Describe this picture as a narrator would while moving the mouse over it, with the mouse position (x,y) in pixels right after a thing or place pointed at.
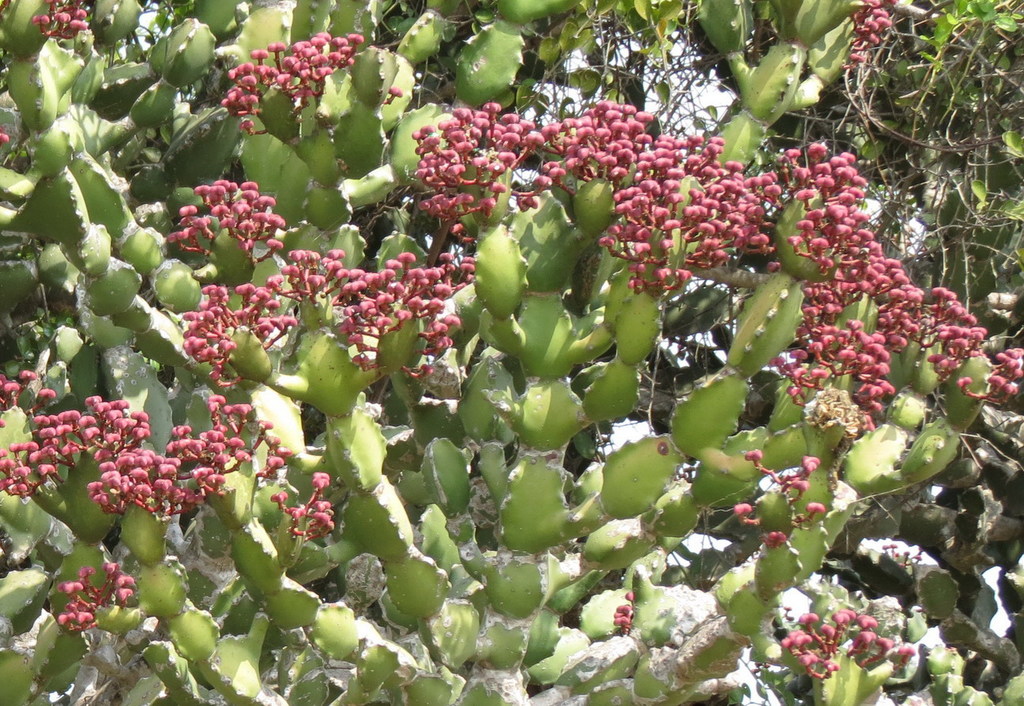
Here we can see plants (368,301) with flowers (368,301). In the background (645,82) there are plants (665,87) and sky (725,99).
